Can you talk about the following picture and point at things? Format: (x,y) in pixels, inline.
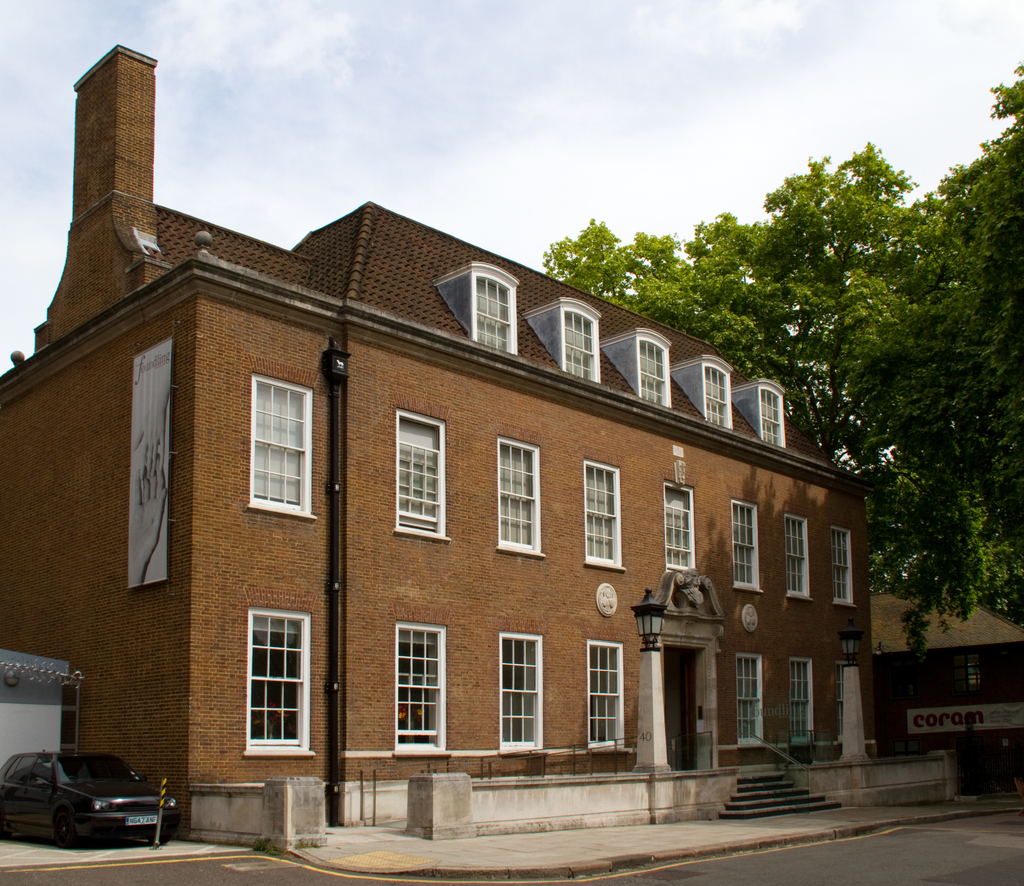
In this there is a brown color house (508,514) with white windows (525,507). In the front side of the image (661,613) there are some step (754,771) and black color lamppost (655,605). Behind there are some trees (816,298) and above a cloudy sky (233,130).
